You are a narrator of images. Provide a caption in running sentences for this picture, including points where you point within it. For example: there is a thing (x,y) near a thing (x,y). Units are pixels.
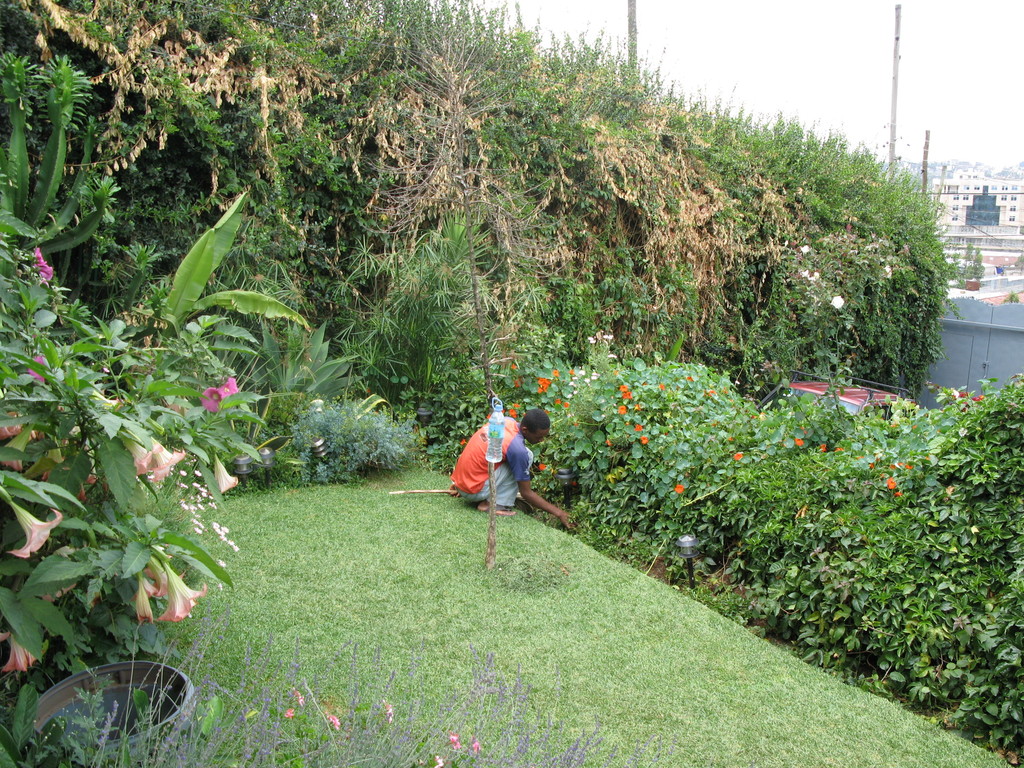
In this picture we can see a person (524,485) on the ground (563,583), here we can see a bottle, plants (432,722) with flowers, trees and in the background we can see buildings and the sky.
